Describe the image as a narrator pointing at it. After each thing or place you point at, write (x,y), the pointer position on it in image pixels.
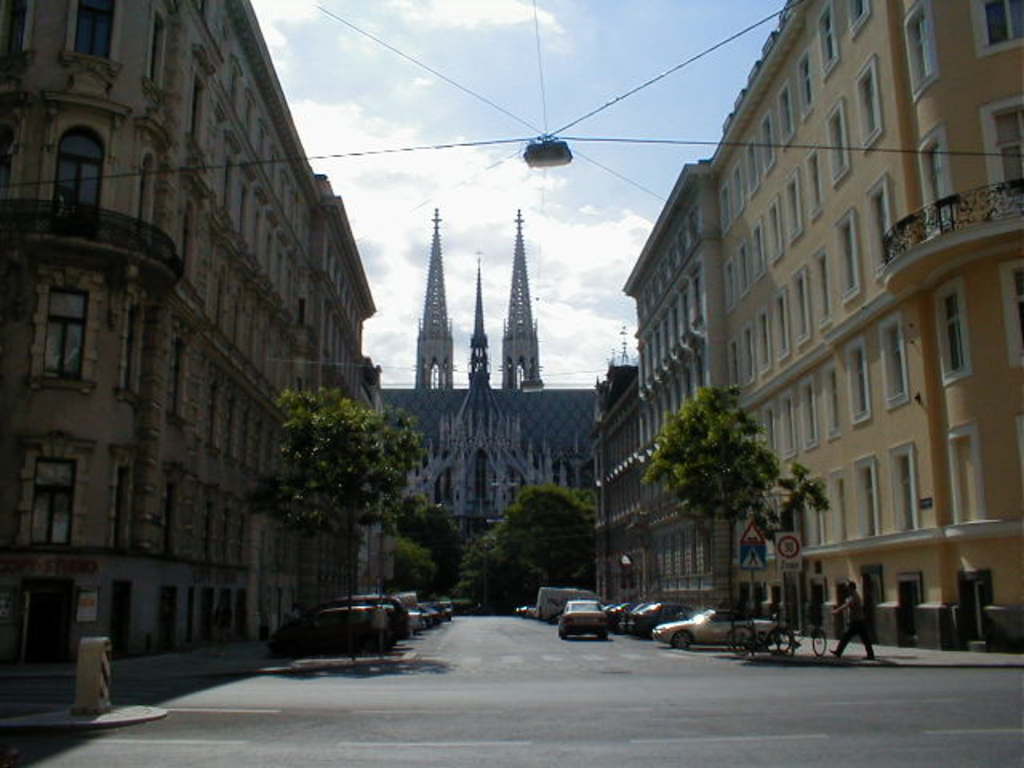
In the picture we can see a road (545,690) on the either sides of the road (428,646) we can see some cars (433,614) are parked near the path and trees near it and we can also see buildings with number of windows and in the background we can see some trees (483,545) and a church building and behind it we can see a sky (542,277) with clouds (598,376) and on the path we can see a man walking and we can also see some bicycles (797,644).
